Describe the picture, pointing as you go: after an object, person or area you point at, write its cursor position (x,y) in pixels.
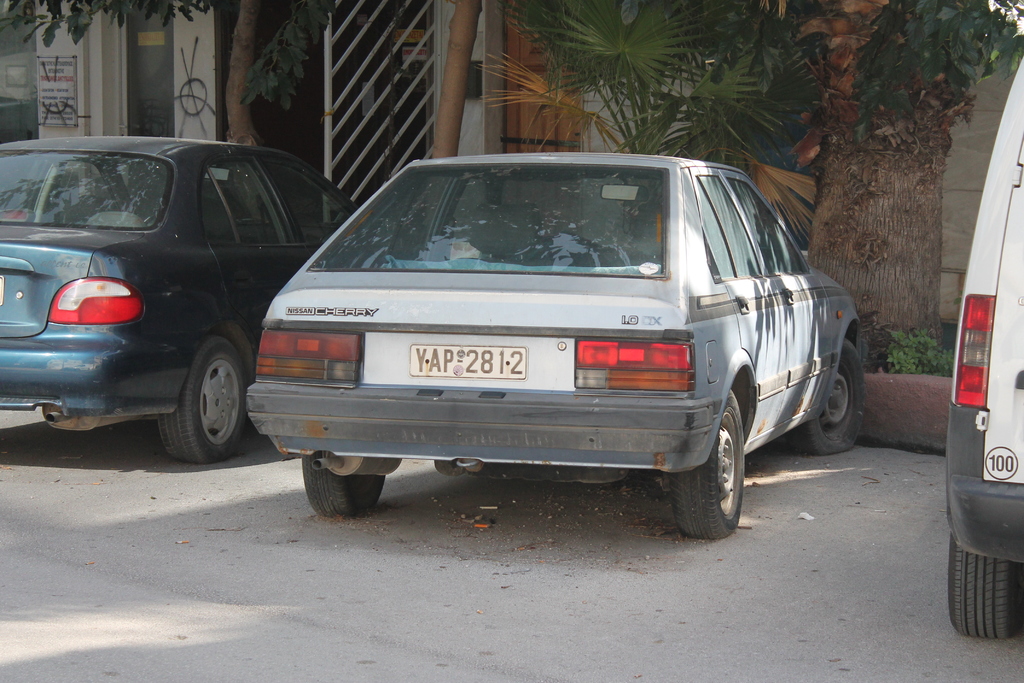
In the center of the image (536,309) we can see some cars (553,299) are there. At the top of the image (392,72) we can see building (189,61), doors (337,86), board (42,85), wall (194,44), trees (779,109) are there. At the bottom of the image (215,596) ground (255,535) is present.
